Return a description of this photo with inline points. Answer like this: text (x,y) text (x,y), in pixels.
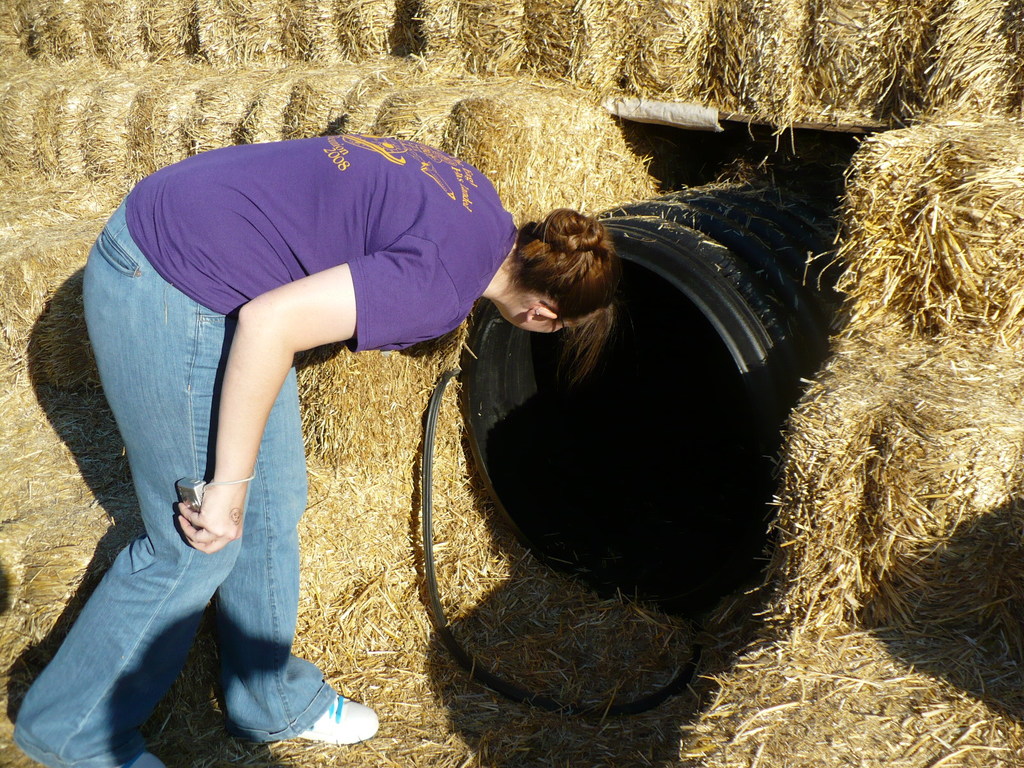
In this image, we can see a woman (331,281) looking in the black color object (753,265), we can see dried grass (551,95).
